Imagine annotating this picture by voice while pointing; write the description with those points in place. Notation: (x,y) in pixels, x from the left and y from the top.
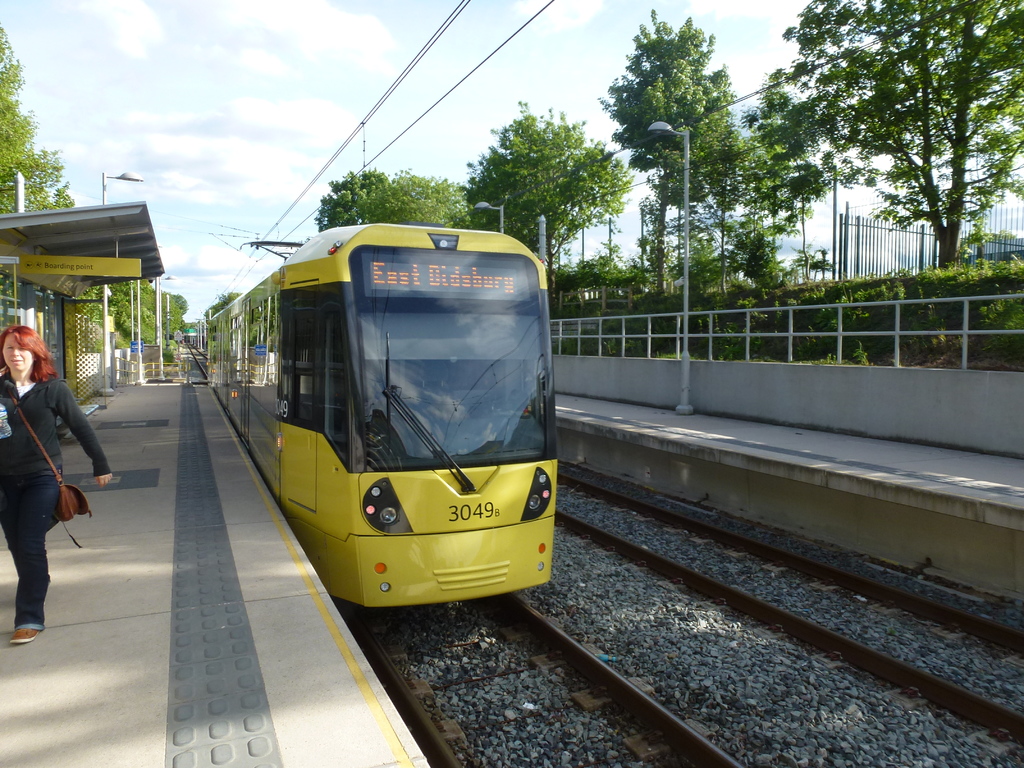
In this picture we can see two railway tracks (380,636) and on one railway track (516,649) we can see a train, beside these railway tracks (585,647) we can see a woman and platforms (126,706) and in the background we can see trees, electric poles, sky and some objects (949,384).
